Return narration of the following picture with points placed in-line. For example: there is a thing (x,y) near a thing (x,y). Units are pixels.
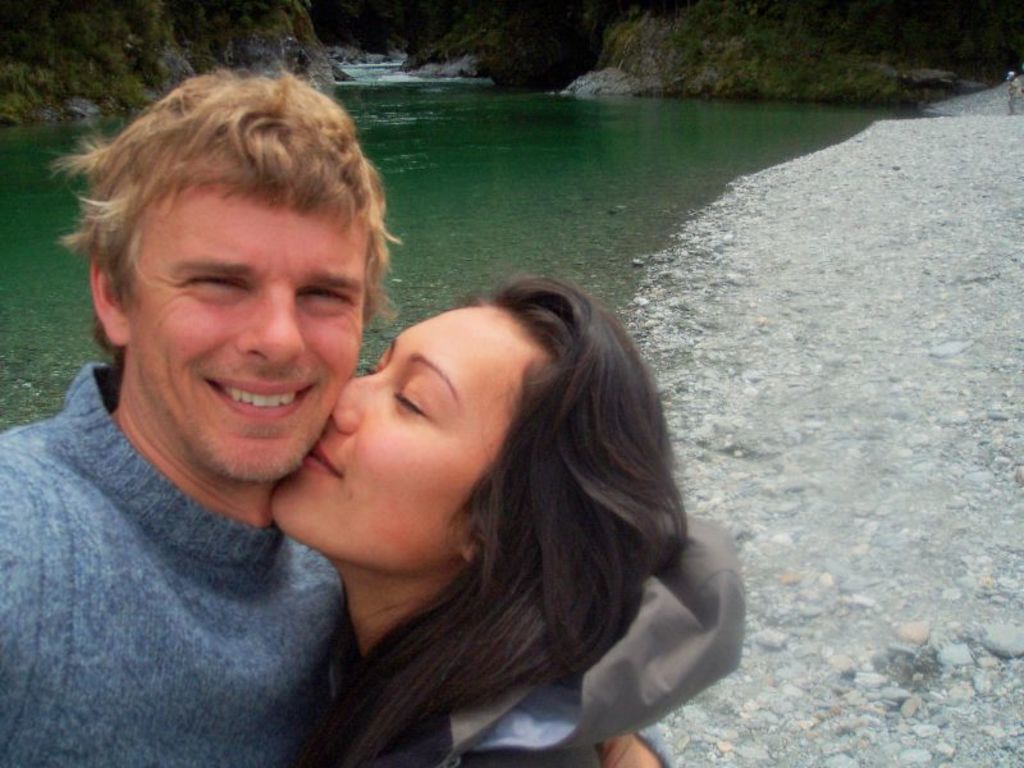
In this image I can see there is a man (339,314) standing at left (174,631) and is smiling, there is a woman (536,693) beside him and there are stones (925,609), soil (926,663) and pebbles (948,359) on the floor (871,437). There is a lake (534,148) on to left (19,309) and there are mountains (422,34) in the backdrop (56,38), they are covered with plants (71,40).
